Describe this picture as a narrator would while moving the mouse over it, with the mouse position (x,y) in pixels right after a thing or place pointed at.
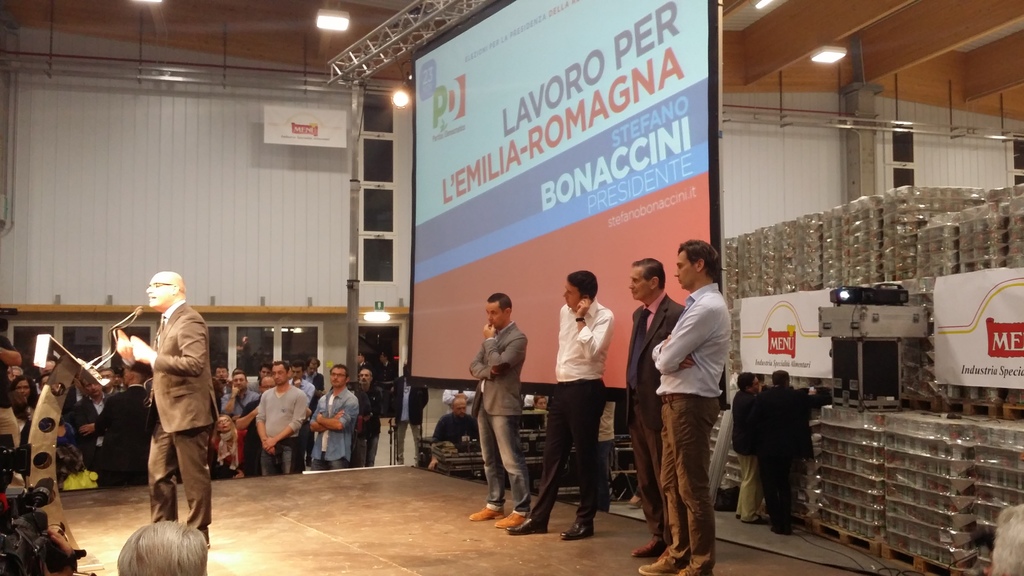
In this image there are group of persons (366,408) standing. On the left side (171,402) there is a man (168,397) standing and speaking and there is a podium (68,378) in front of the man (161,377) and there are mics (116,348). On the right side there is a screen (559,189) and on the screen (530,157) there are some texts (524,116) displaying. On the top (447,22) there is a stand (385,36) and there are lights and on the right side (936,227) there are objects (907,444) which are covered in packet (859,426) and there are banners (820,373) with some text (1019,350) written on it.
